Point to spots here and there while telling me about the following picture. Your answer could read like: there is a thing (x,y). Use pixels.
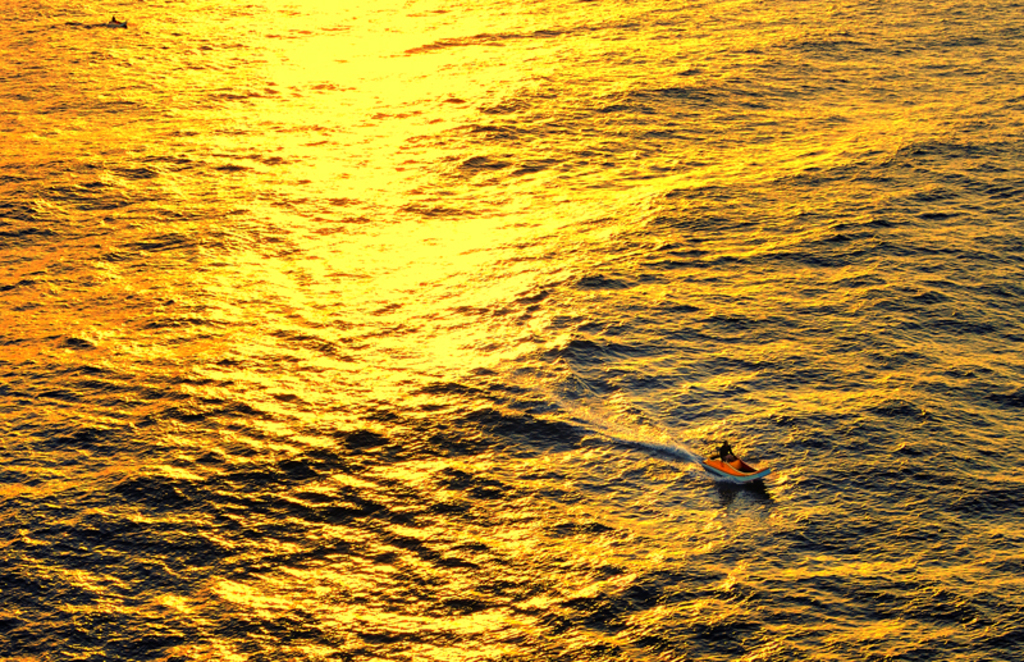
In this image, we can see a person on the boat (743,471) and in the background (493,443), there is water (600,492).
